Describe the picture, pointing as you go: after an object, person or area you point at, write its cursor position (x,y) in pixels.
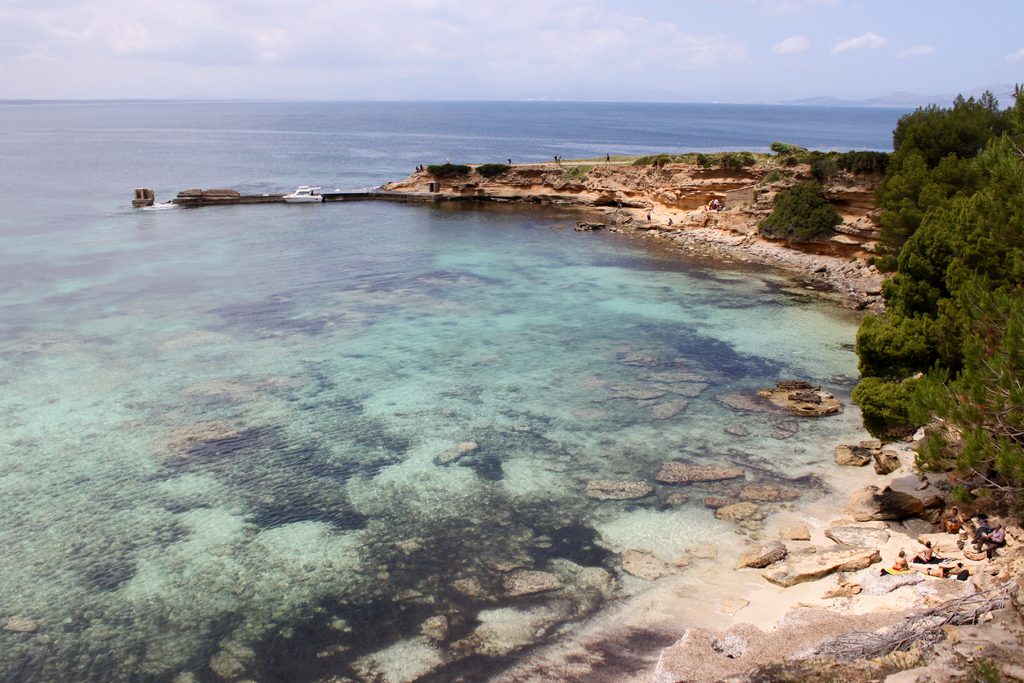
In this image, I think this is the sea (146,173) with the water (294,329). I can see a boat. These are the trees (825,205). I can see the rocks (718,510). On the right side of the image (917,575), there are group of people (955,508) sitting.
